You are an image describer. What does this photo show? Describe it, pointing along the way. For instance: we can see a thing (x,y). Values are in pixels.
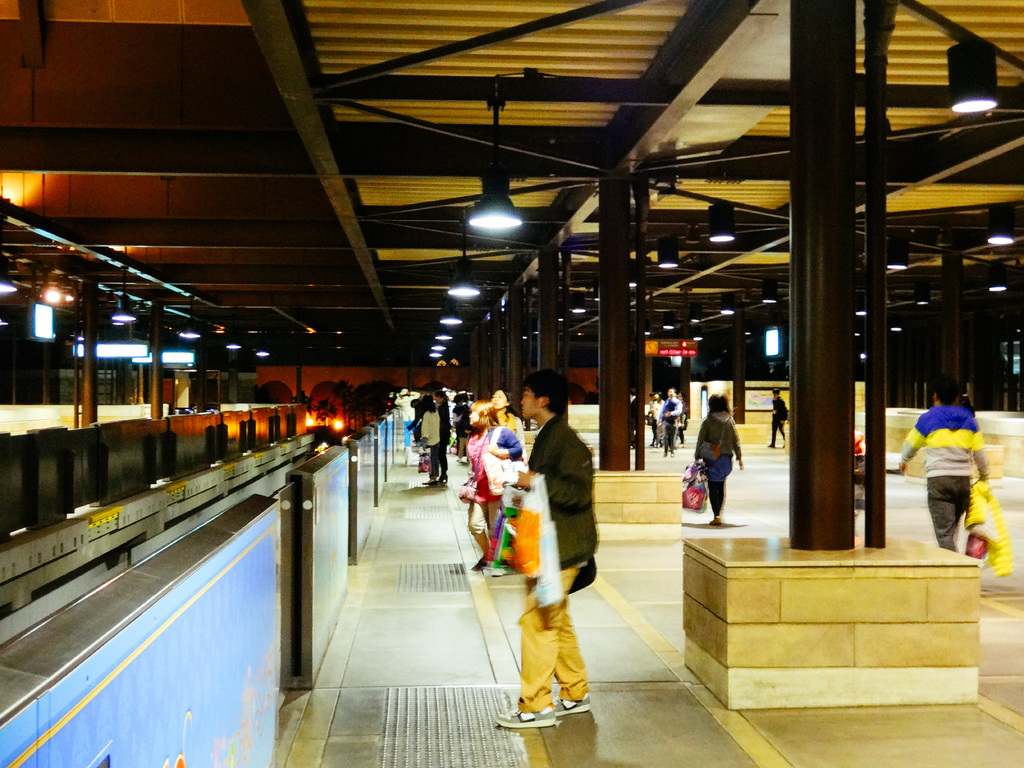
In this image in the middle (534,435) there is a man (557,508), he wears a jacket (582,554), trouser (577,696), shoes (551,719). On the left (257,331) there are lights (186,358), pillars (202,353), roof (241,331). On the right (937,478) there is a man (959,464), he wears a t shirt (948,454), trouser (944,505), he is walking. In the background (923,538) there are many people (528,453), lights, pillars (628,377), floor (619,562).
